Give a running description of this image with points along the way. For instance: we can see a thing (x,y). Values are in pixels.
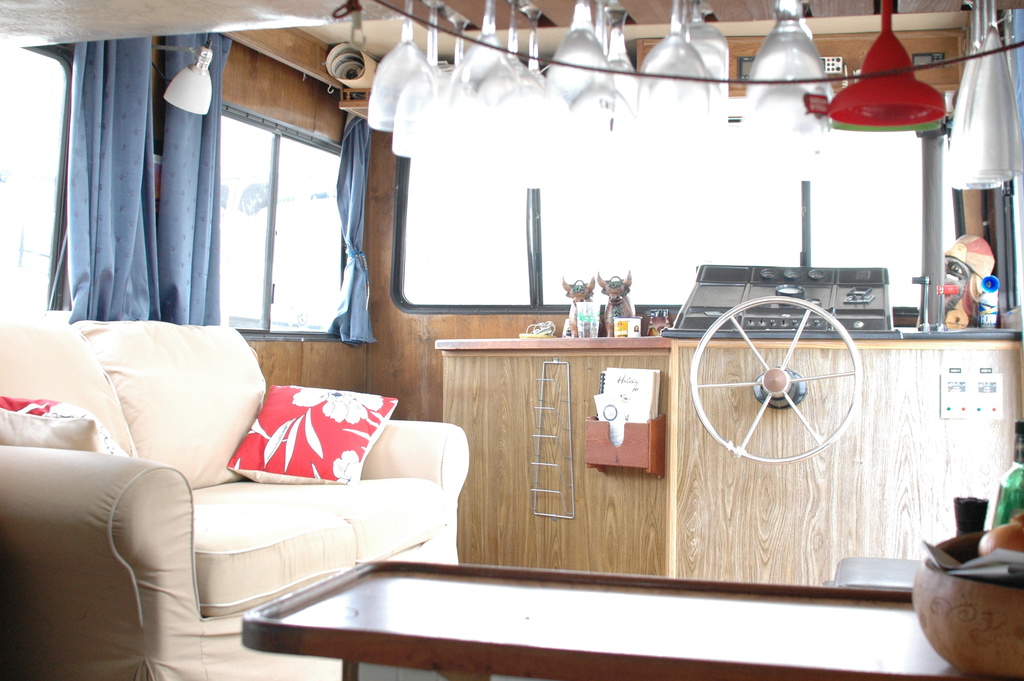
The picture might be taken in a yacht (479,283). In the foreground of the picture (673,623) there is a table (393,641), on the table (841,636) there is a bowl (984,597). To the left (200,646) there is a couch (124,474), on the couch (124,427) there are pillows (290,437). To the top left (80,164) there are windows (49,137) and curtains (205,192) and lamp (201,85). In the center of the picture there is a steering (736,386) and speedometers (787,284). In the center of the picture (615,362) there is a desk (673,406), on the desk (662,342) there are cards (623,387), cup (589,319) and few objects (570,331). On the top (705,125) there are glasses (623,66) hanging.
